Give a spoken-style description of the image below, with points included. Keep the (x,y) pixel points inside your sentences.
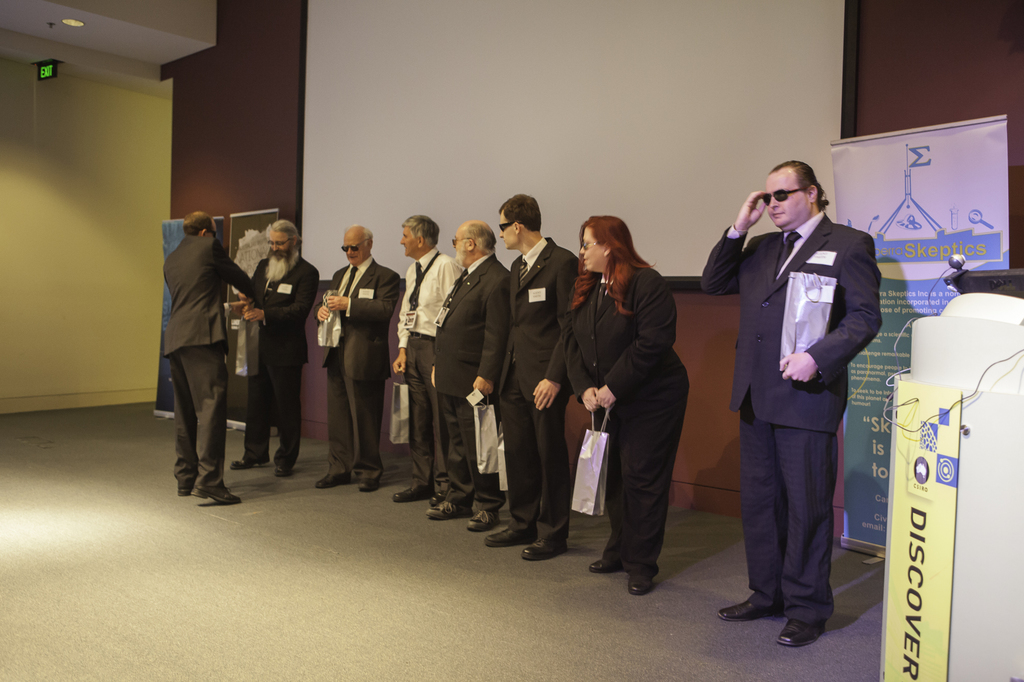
In this image there are a group of people (258,419) standing on the stage (32,498) behind them there are some banners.
